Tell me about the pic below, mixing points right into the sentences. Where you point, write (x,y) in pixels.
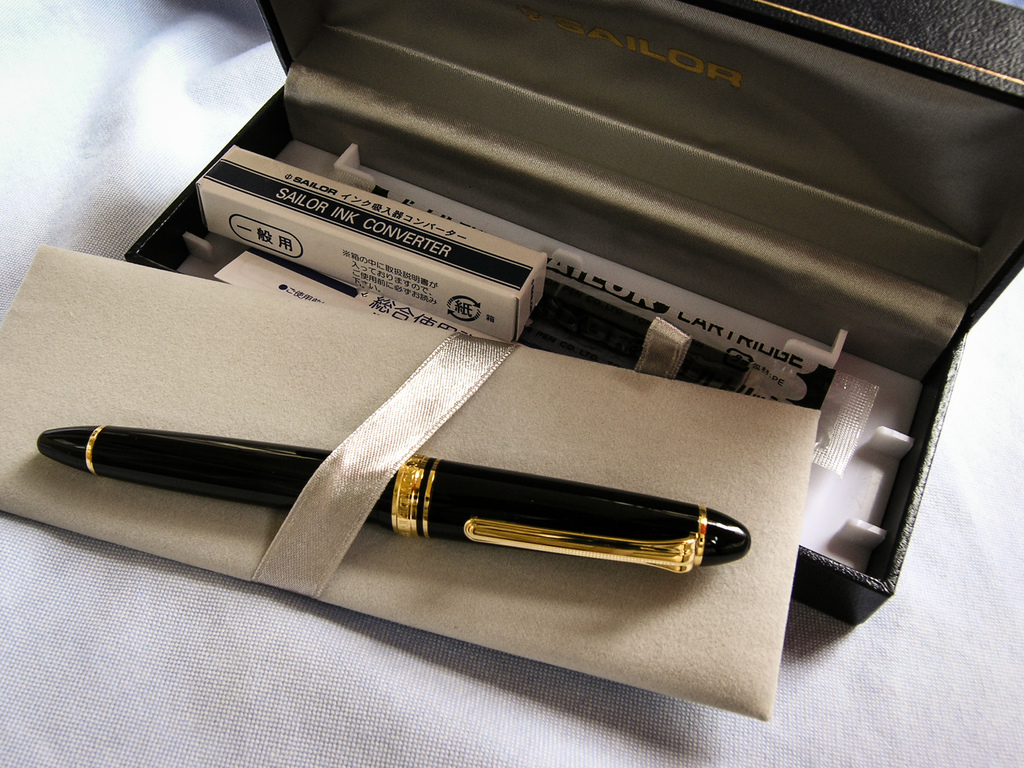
In this picture we can see a box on the platform (33,565) and we can see a pen (732,524) and some objects (456,608).
